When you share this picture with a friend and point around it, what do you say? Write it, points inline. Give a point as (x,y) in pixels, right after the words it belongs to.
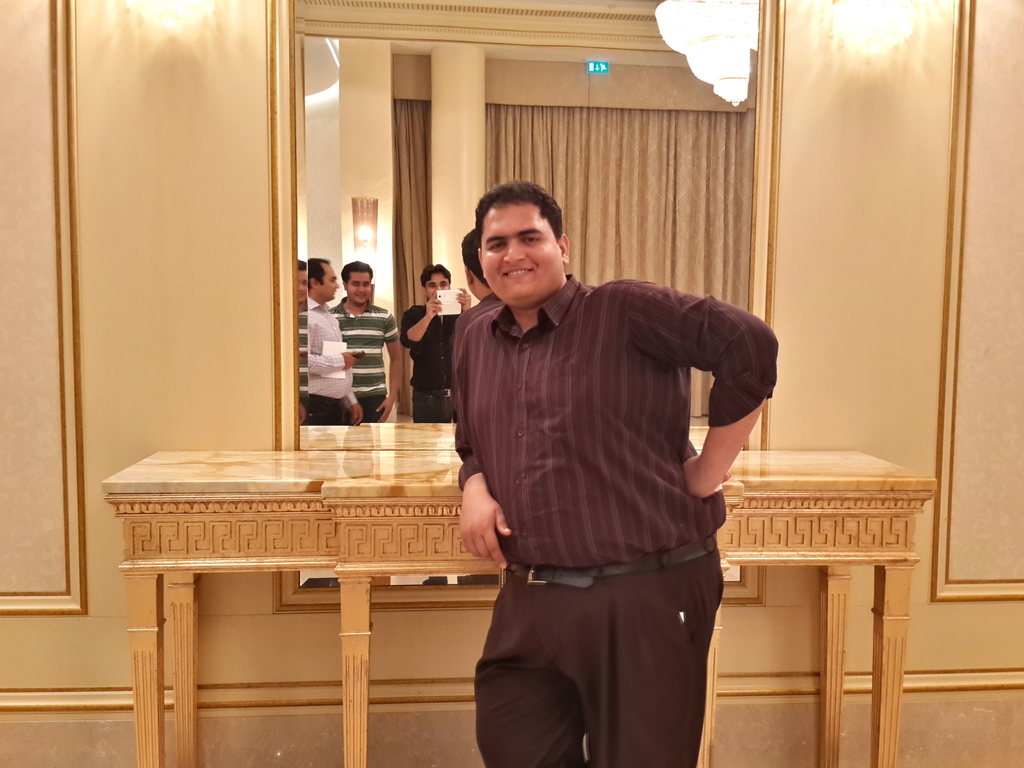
The person (605,486) is standing and there is a mirror (444,284) behind him which has three other persons (385,318) in front of him.
